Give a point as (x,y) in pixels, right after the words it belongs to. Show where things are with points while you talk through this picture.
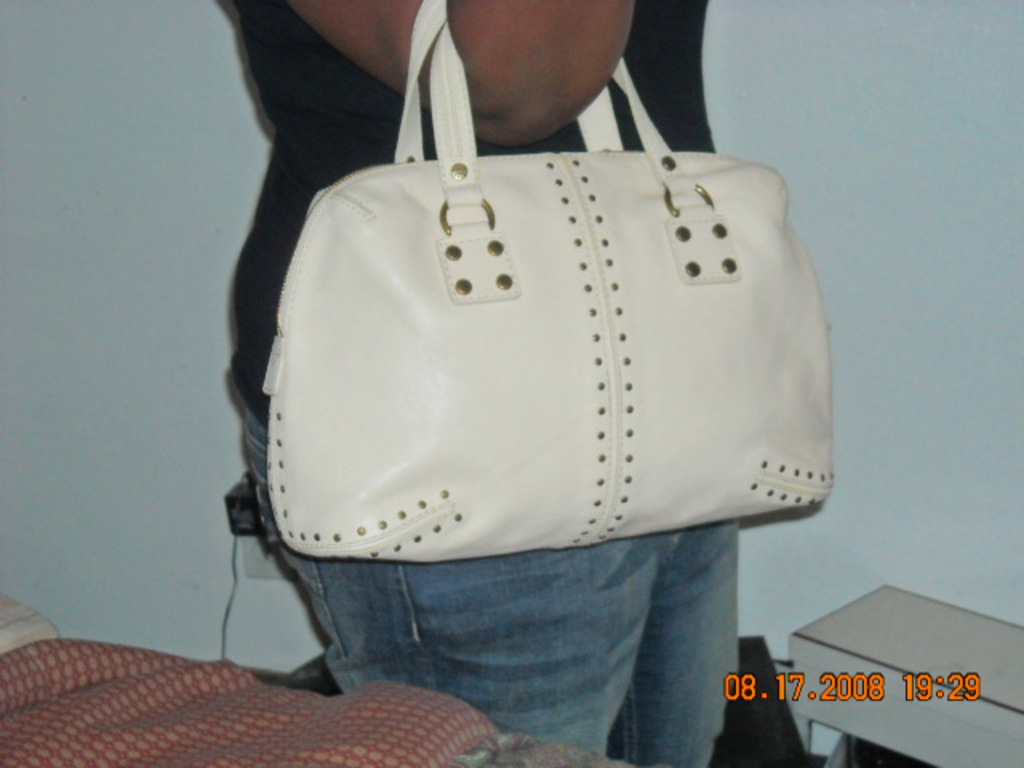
As we can see in the image there is a wall (71,311) and a woman (369,56) holding white color handbag (471,348).
